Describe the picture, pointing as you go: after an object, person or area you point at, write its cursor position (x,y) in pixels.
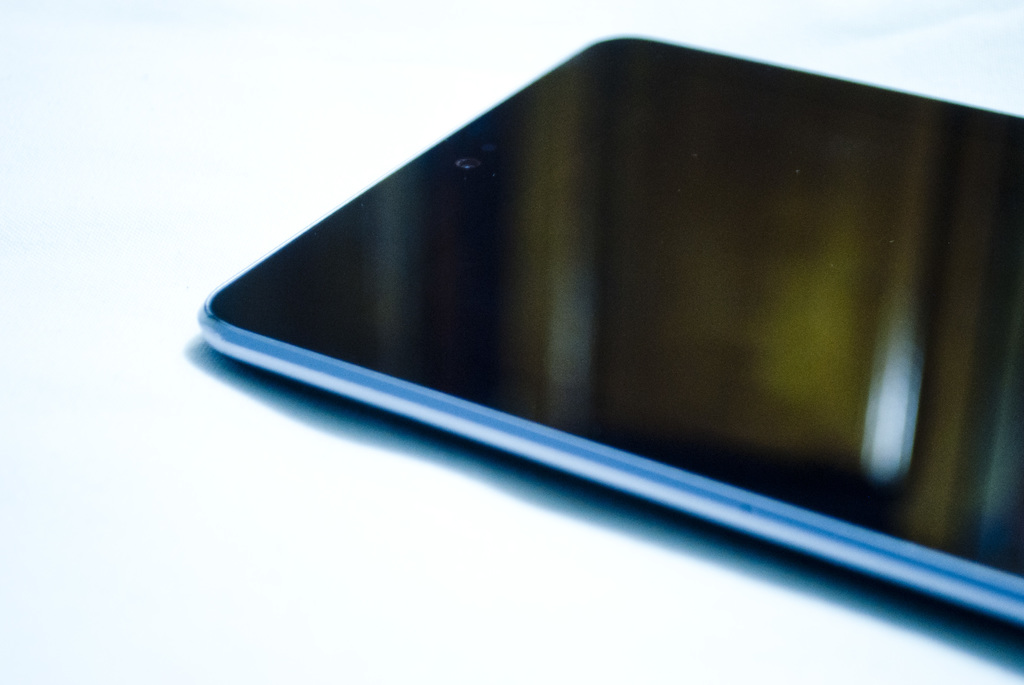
This image consist of a mobile phone (519,314) which is in the center (528,352).
